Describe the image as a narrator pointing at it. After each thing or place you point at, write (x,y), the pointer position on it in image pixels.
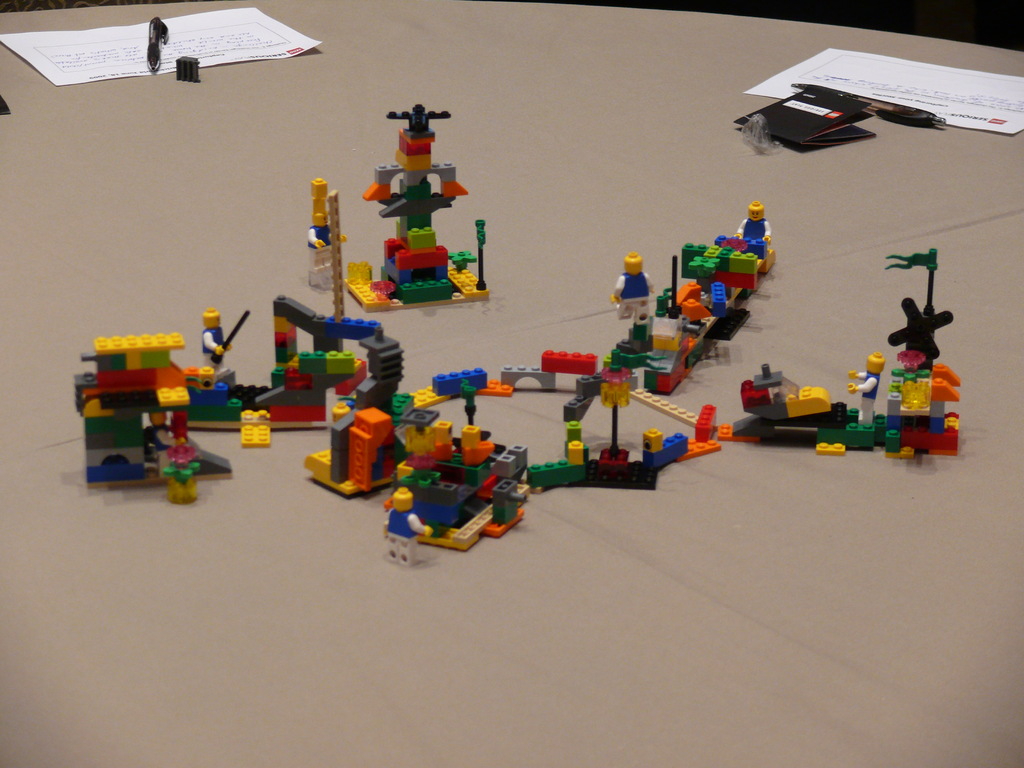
In this picture I can see couple of papers (242,33) and couple of pens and I can see few Lego toys (415,210).
